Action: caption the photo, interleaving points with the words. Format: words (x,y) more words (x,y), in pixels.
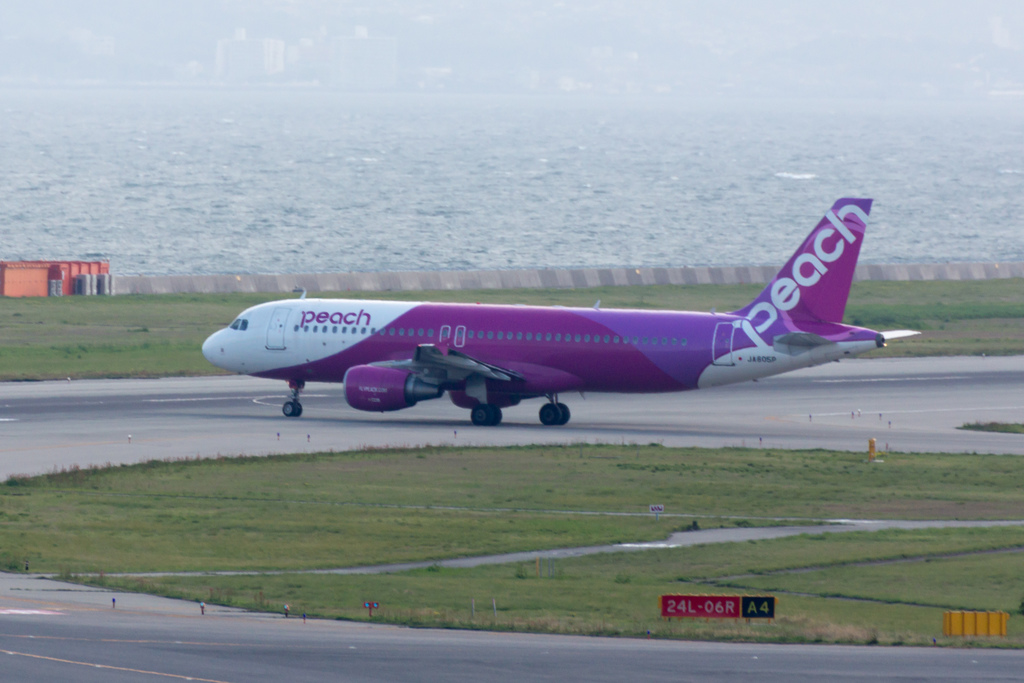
In the center of the image (347,305), we can see an aeroplane (405,340) and in the background (433,156), there is water (221,205) and we can see a fence (113,286) and a shed (78,280). At the bottom (415,514), there is ground (635,554) and some boards (716,603), poles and there is road (755,439).
